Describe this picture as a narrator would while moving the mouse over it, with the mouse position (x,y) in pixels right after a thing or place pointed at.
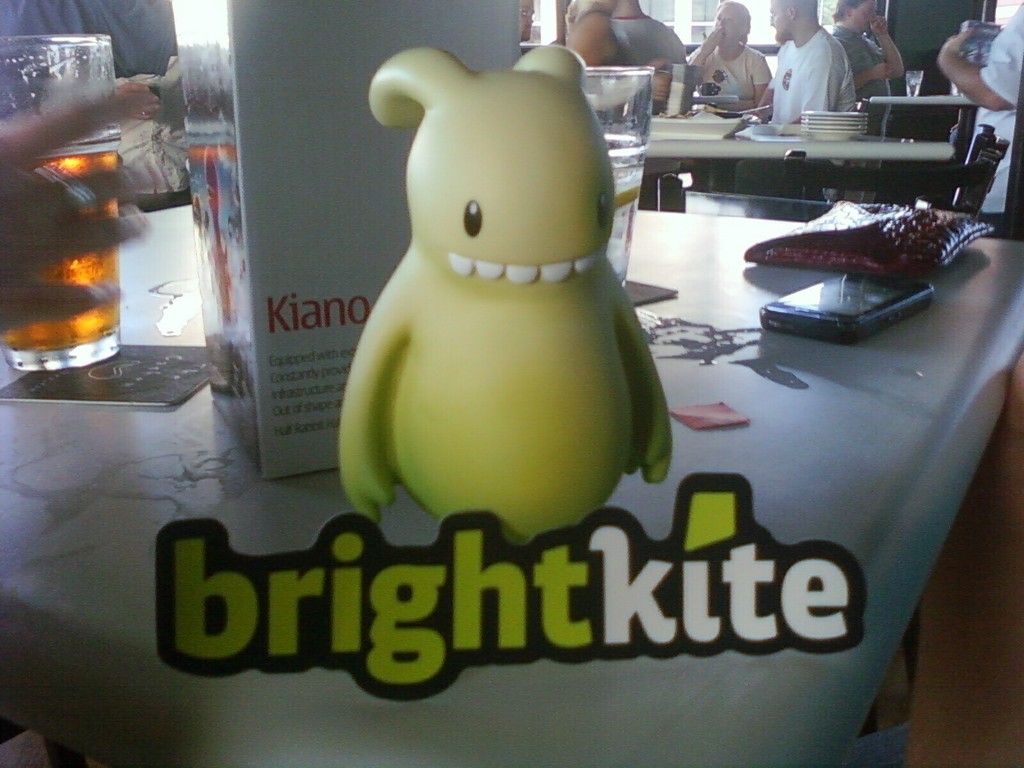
In this image there is one toy (497,508) is kept on a table (668,516) in middle of this image (579,440) and there is a glass (72,264) in hand (72,234) at left side of this image (74,175), and there are some persons (848,26) sitting at top right corner of this image (713,74) and there are some tables (742,139) in middle of this image (630,504) and there are some objects (831,245) kept on to these tables (802,143). There is one text logo (472,547) at bottom of this image (418,639).
